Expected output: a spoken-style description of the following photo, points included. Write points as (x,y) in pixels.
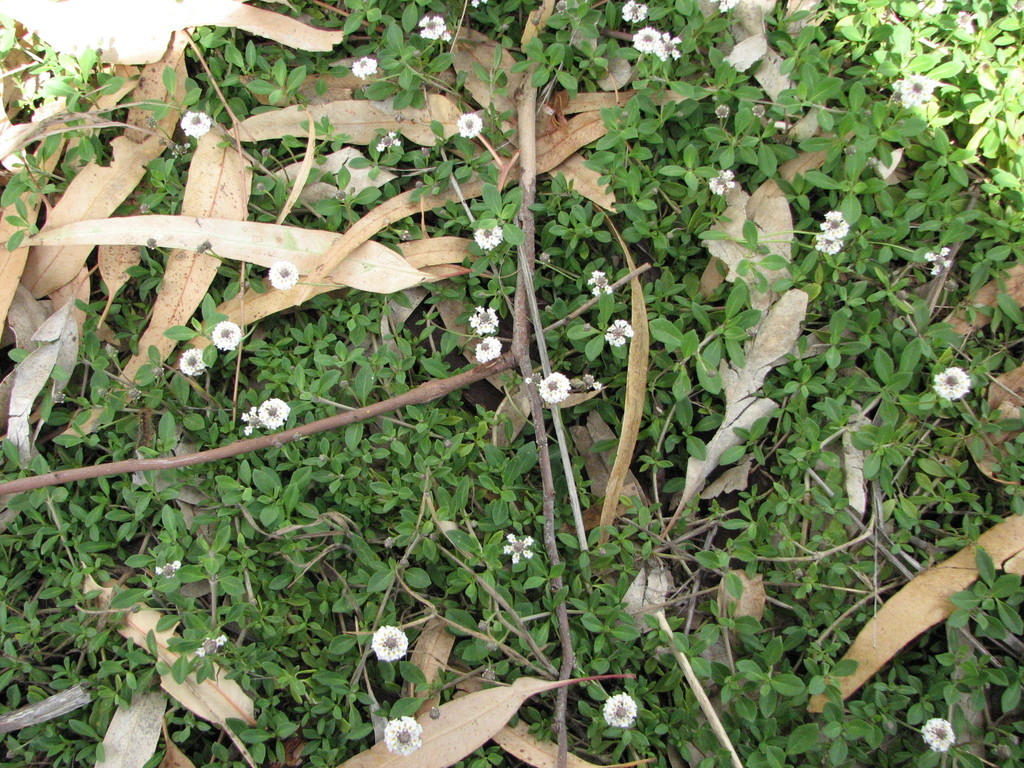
In this image we can see flowers (622,332), twigs (552,410), dry leaves (460,341) and plants (316,472).
